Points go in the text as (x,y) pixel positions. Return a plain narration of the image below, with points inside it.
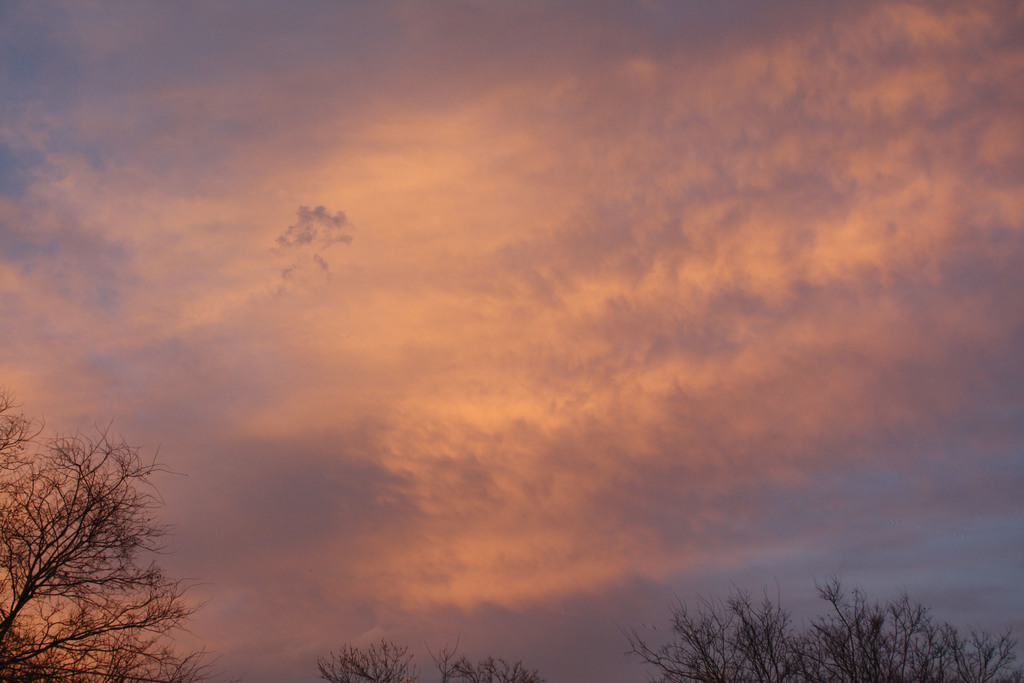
In the image in the center (398,370), we can see the sky (464,344), clouds (450,453) and trees (72,461).
